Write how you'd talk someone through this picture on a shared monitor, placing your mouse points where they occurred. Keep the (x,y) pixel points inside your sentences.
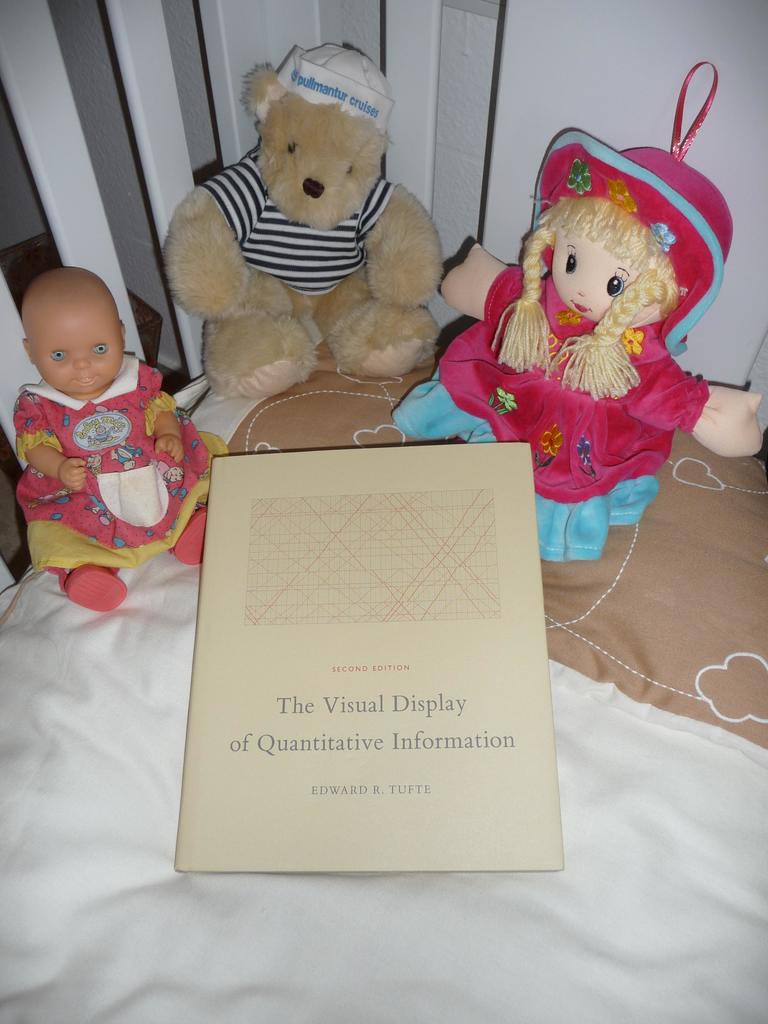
In this picture I see a bed (374,425) on which there are 2 soft toys (383,240) and a doll (188,484) and a book (374,598) on which there is something written.
